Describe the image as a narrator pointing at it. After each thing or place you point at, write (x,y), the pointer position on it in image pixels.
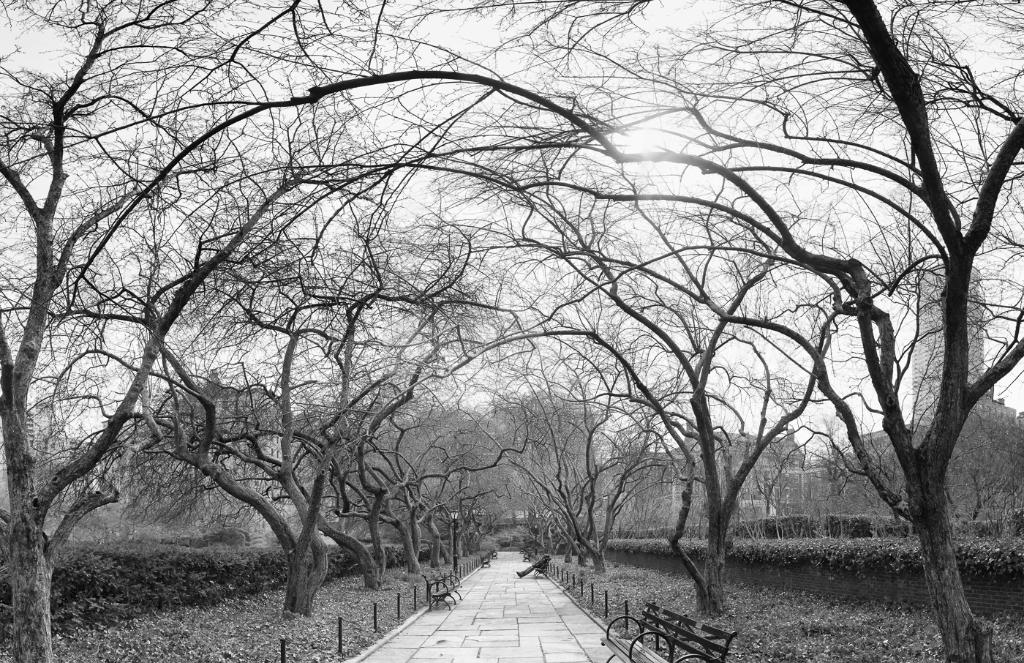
In this image I can see the black and white picture in which I can see the road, few leaves (256,615) on the ground (274,626), few black colored poles (376,613), few benches (672,637), few trees (357,501) and in the background (871,403) I can see few buildings (821,447) and the sky (826,239).
